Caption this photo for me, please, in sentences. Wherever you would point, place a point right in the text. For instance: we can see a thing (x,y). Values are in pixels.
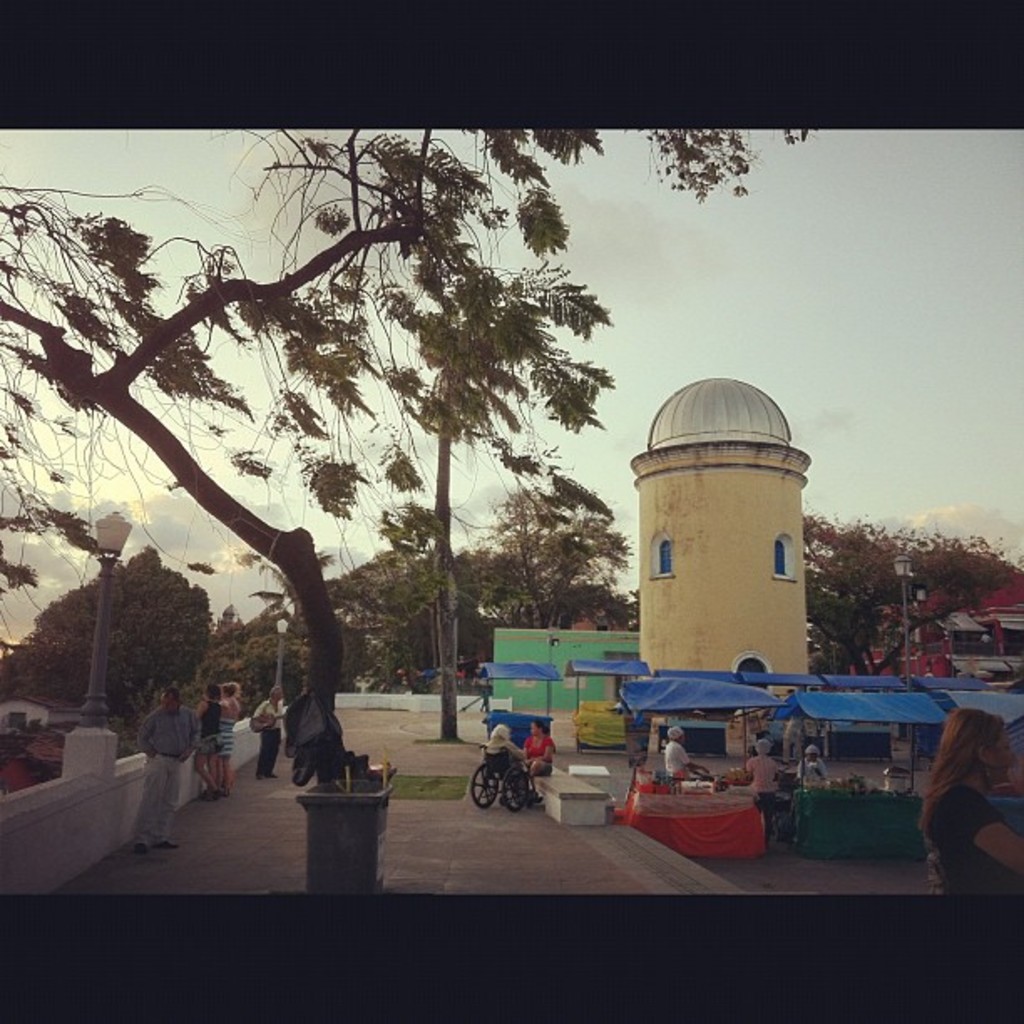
In this image in the center (403,394) there is a tree (128,413). In the background (391,612) there are trees (534,616) and there is a monument (701,551) and there are tents (735,687) and the persons (154,752) are sitting and standing and there are light poles (107,653) and the sky (392,491) is cloudy.
